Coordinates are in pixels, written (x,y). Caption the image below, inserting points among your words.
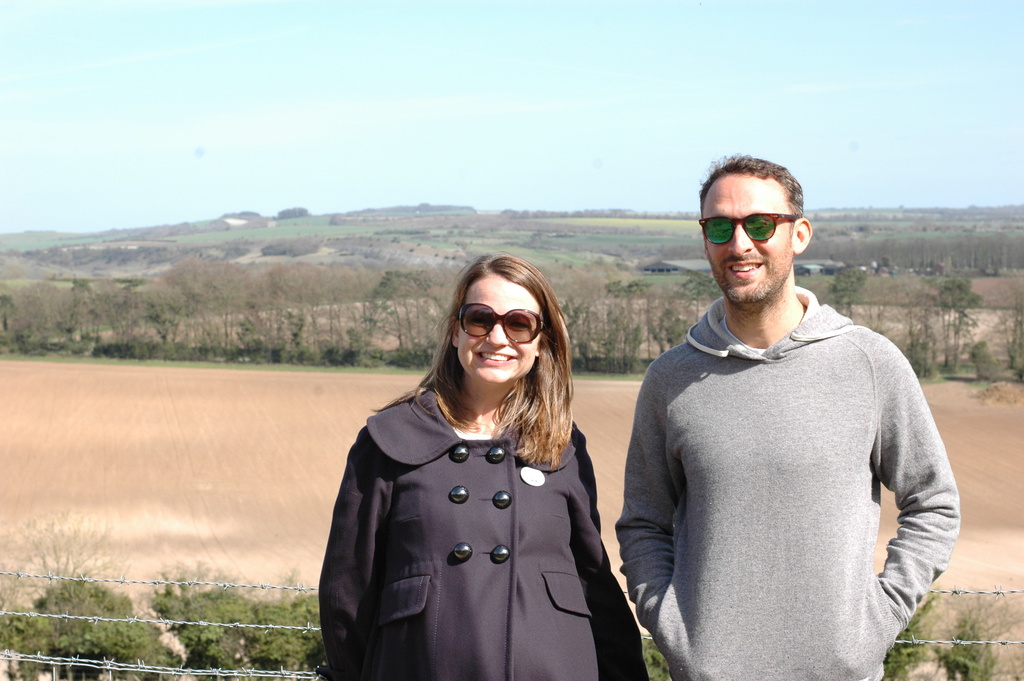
In the center of the image (404,439) there are two persons (372,663) standing wearing sunglasses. At the bottom of the image (275,626) there is fencing (120,619). In the background of the image (154,302) there are trees (456,277). there are hills (591,261). At the top of the image (474,142) there is sky (345,94). In the center of the image (359,385) there is a field (215,425).
